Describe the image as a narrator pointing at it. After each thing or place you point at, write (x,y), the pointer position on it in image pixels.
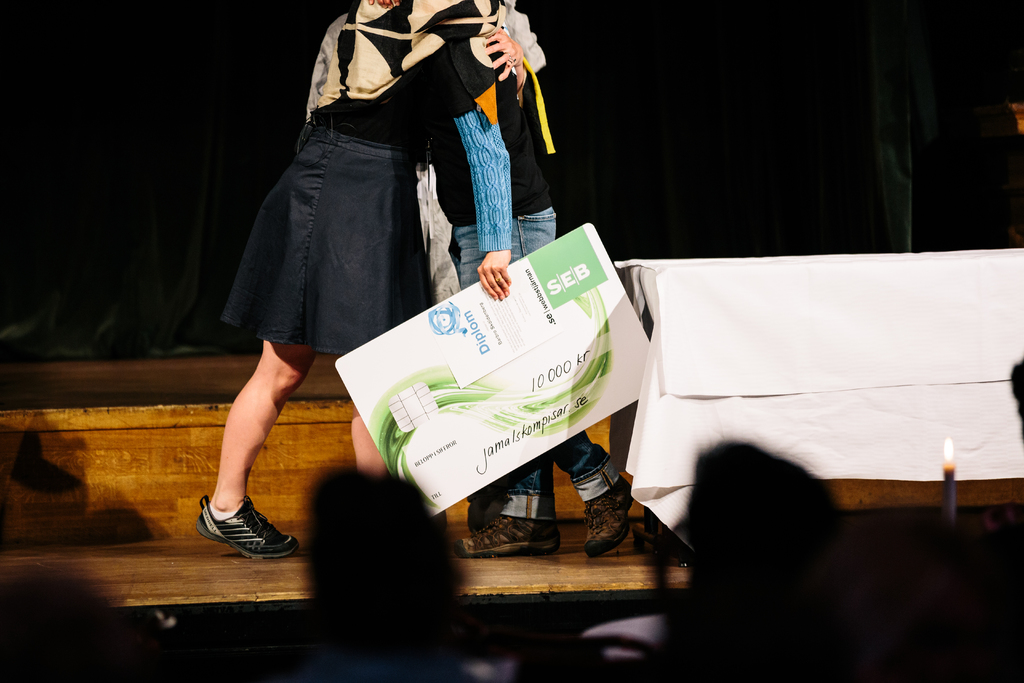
In this image I can see two people (241,428) standing, the person (479,122) on the right side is holding a board (533,281) in her hands (507,252) with some text (532,384). I can see a table (859,312) beside her. At the bottom of the image (380,557) I can see some people (805,514) sitting with a candle (947,450).
